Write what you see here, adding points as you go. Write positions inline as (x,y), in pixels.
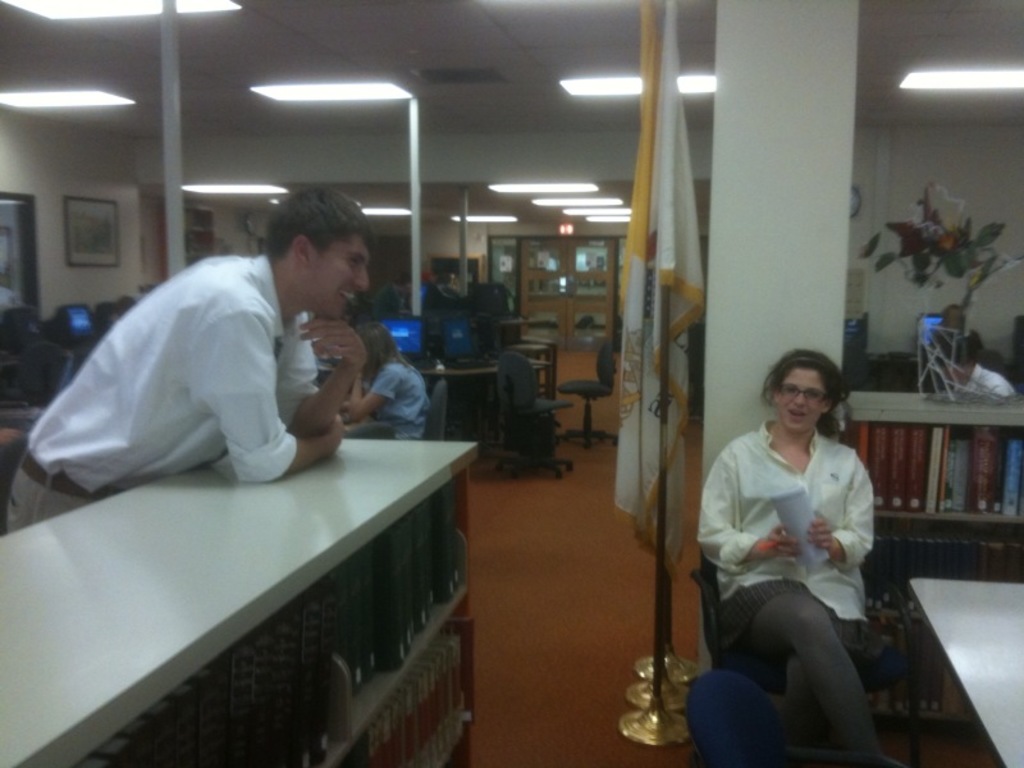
In this image, In the left side (215,586) there is a table (353,521) which is in white color, There is a man (130,435) standing at the table (178,487), In the right side (752,482) there is a girl (748,593) sitting on the chair (740,667), There is a flag (678,125) which is in yellow and white color, In the background (771,100) there is a white color wall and there is a artificial flower box (958,269) on the table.
